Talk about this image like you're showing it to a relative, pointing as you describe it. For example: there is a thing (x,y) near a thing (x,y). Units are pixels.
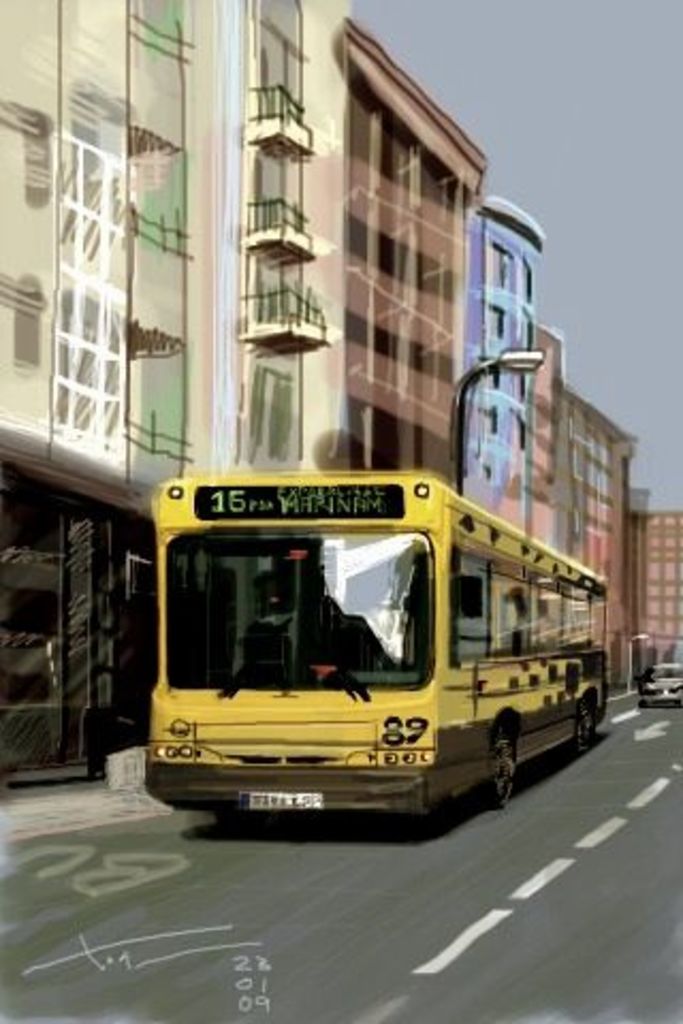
In this picture we can observe yellow color bus (256,557) on the road (296,886). We can observe LED display (277,509) on the bus (346,557). There are buildings (367,411). We can observe a street light pole (532,359). In the background (486,50) there is a sky (573,180).
